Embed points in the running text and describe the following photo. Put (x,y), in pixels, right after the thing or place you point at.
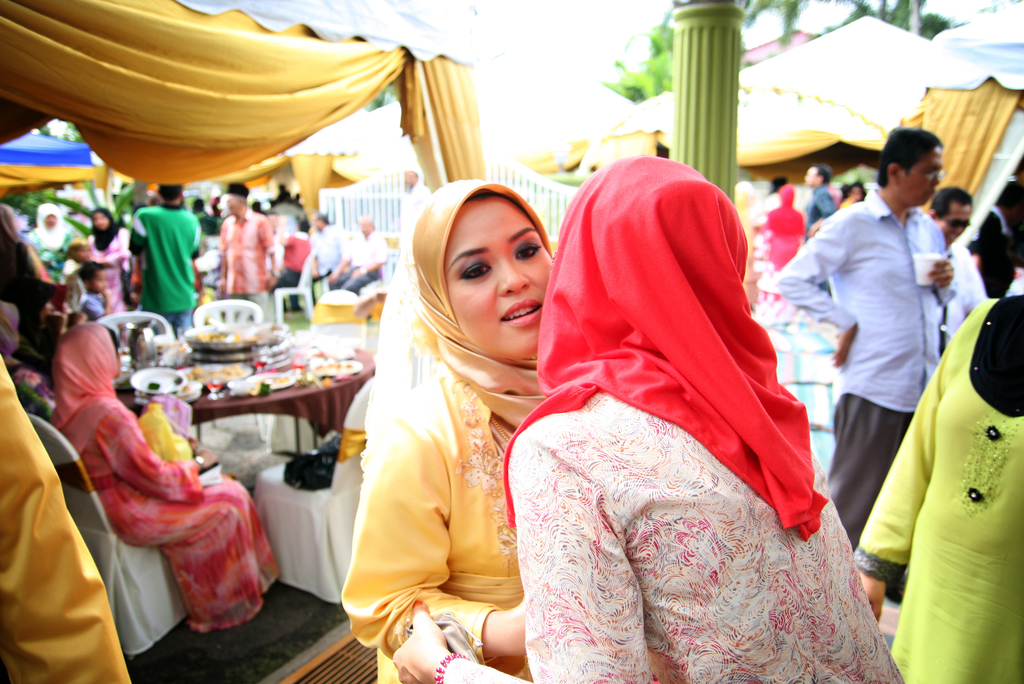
In this image I can see few people (584,447) are standing and few people (89,456) are sitting on the chairs (91,469). I can see few plates (238,351), food items (240,373) and few objects (251,365) on the table (238,407). I can see pillars (698,60), cream curtains (320,101) and trees (615,72).
